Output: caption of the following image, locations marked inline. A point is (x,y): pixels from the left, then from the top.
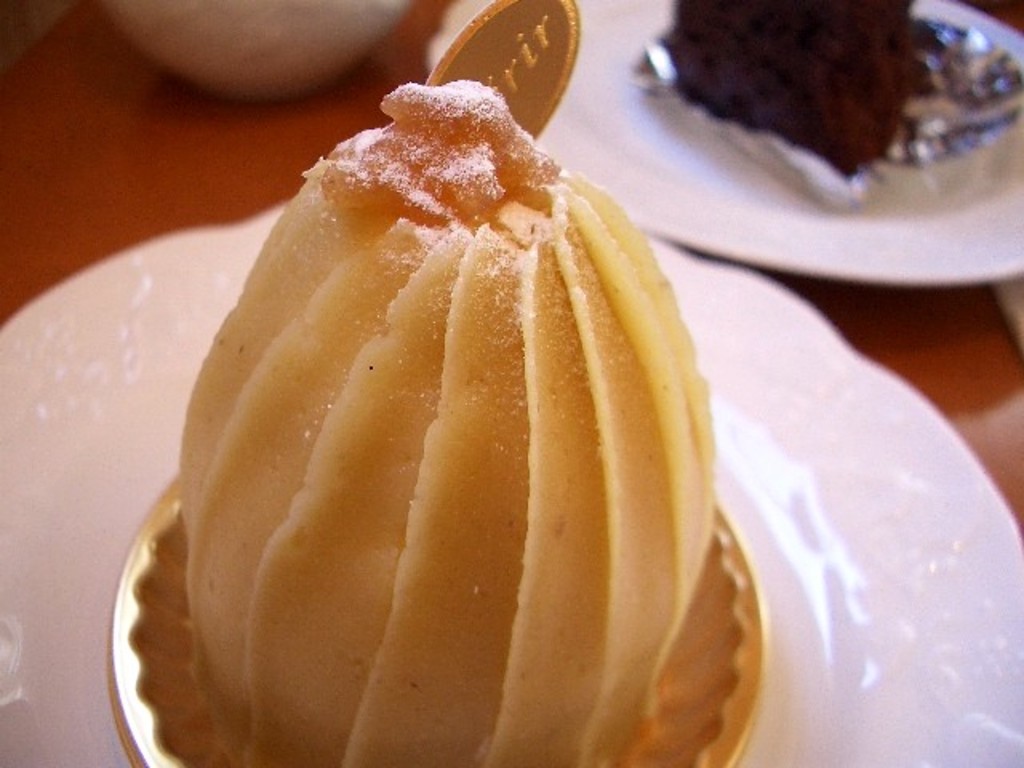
In the middle of this image (531,415), there is a food item (538,216) placed on a white color plate (211,297). In the background (882,116), there is another food item (882,116) placed on another white color plate (717,132) and there is an object (192,69). And the background (103,184) is orange in color.
